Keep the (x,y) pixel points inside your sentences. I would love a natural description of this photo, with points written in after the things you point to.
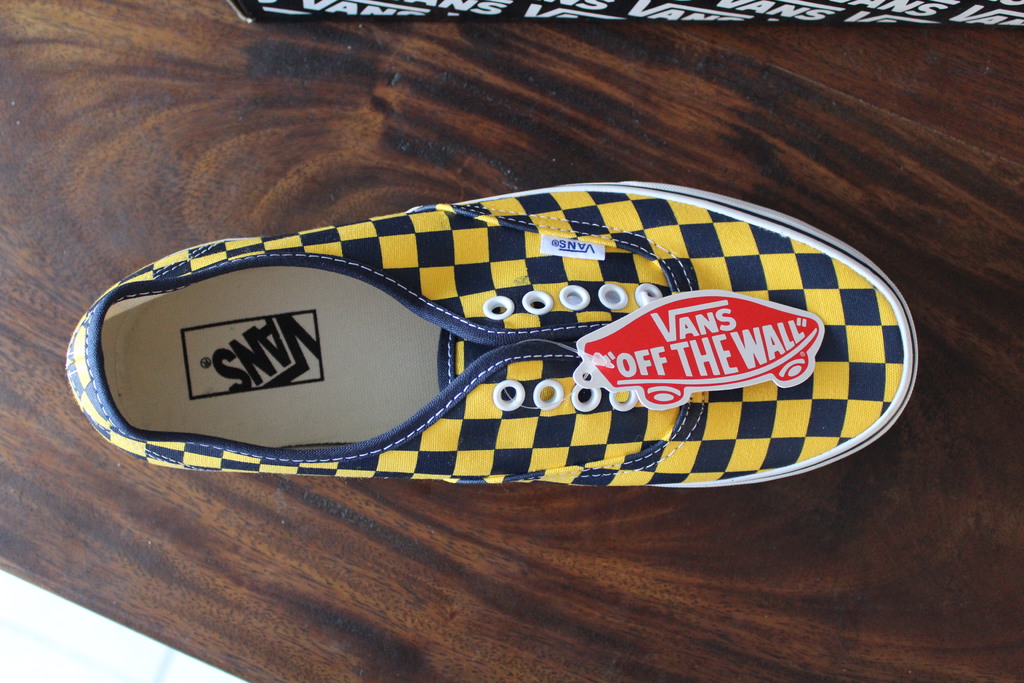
In this image there is a shoe (319,310) on a wooden surface (176,199). There is text (296,366) on the shoe (365,333). There is label (675,359) with text (676,348) attached to the shoe (659,268). At the top (709,0) there is text (590,4) on a box (794,1).
